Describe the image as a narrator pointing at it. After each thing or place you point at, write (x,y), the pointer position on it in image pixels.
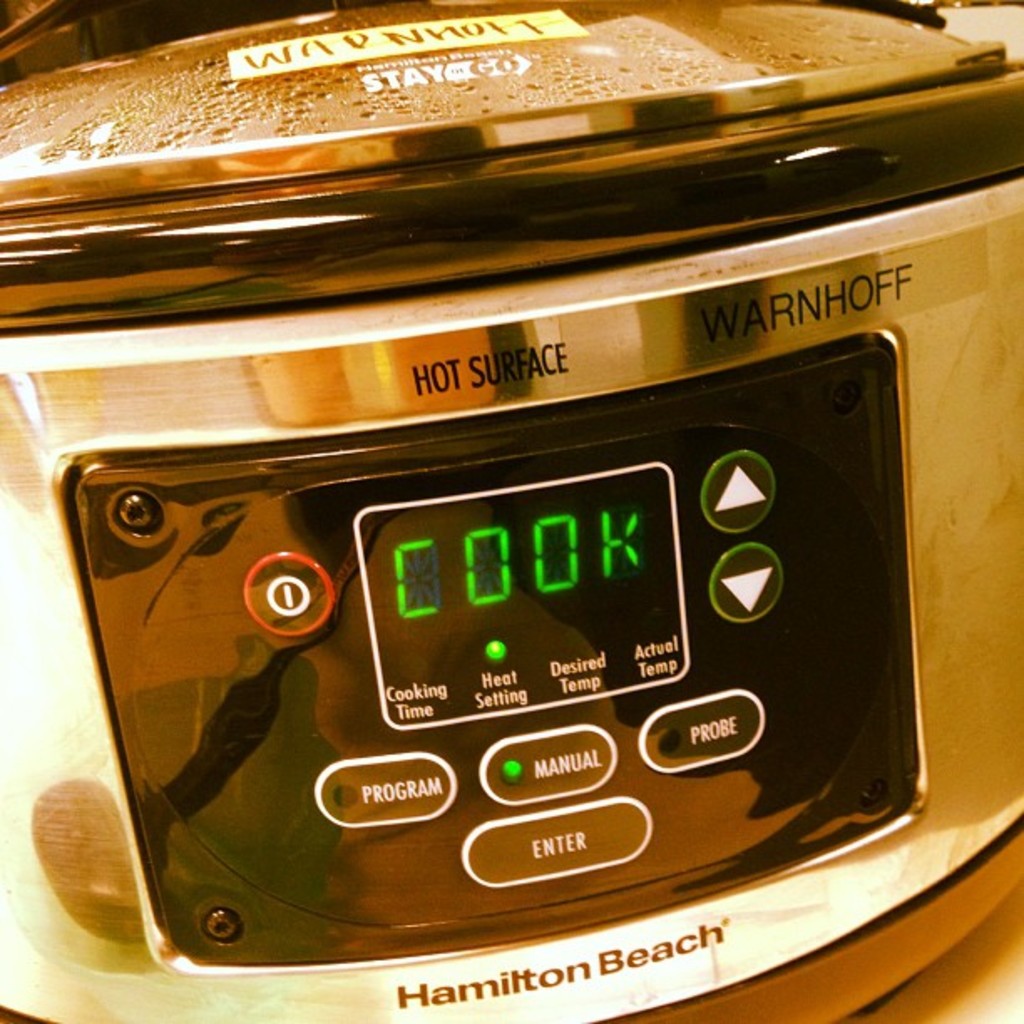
In this image, this looks like an electric cooker (730,826). These are the buttons (595,773) and the digital display (373,537). I think this is a lid (446,108).
